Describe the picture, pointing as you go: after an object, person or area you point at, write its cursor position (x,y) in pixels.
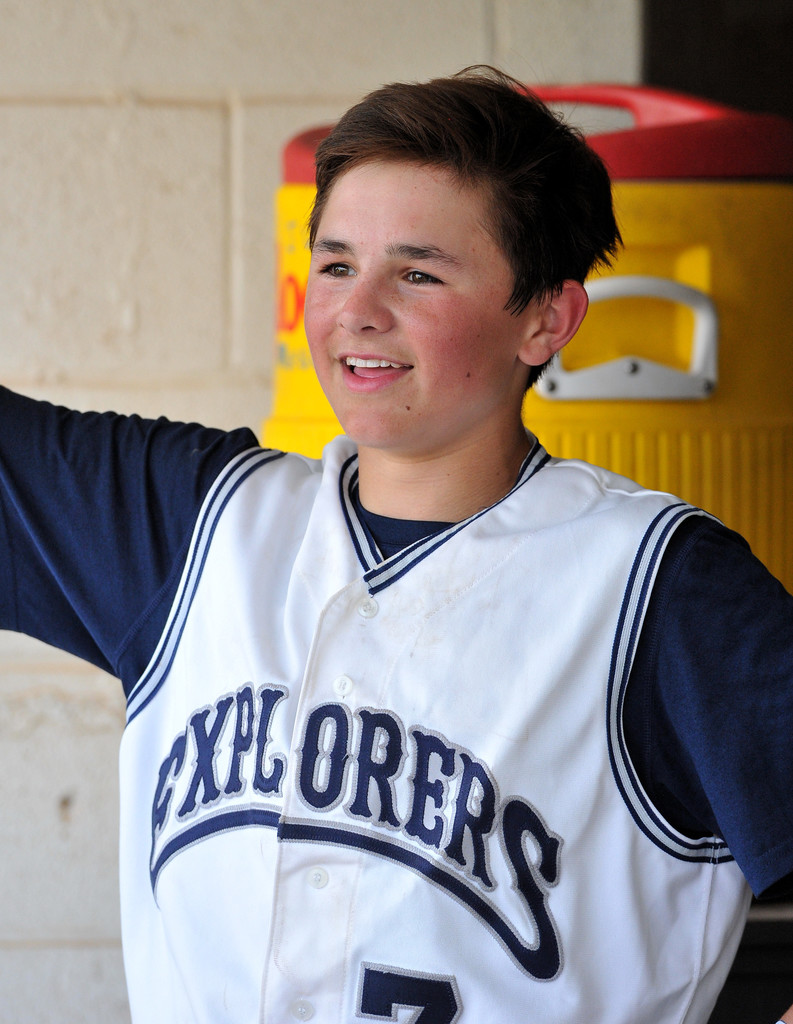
In the middle of the image (299,558) there is a boy (289,810) and he is with a smiling face (385,391). In the background (248,181) there is a wall (185,126) and there is an object (666,324).
